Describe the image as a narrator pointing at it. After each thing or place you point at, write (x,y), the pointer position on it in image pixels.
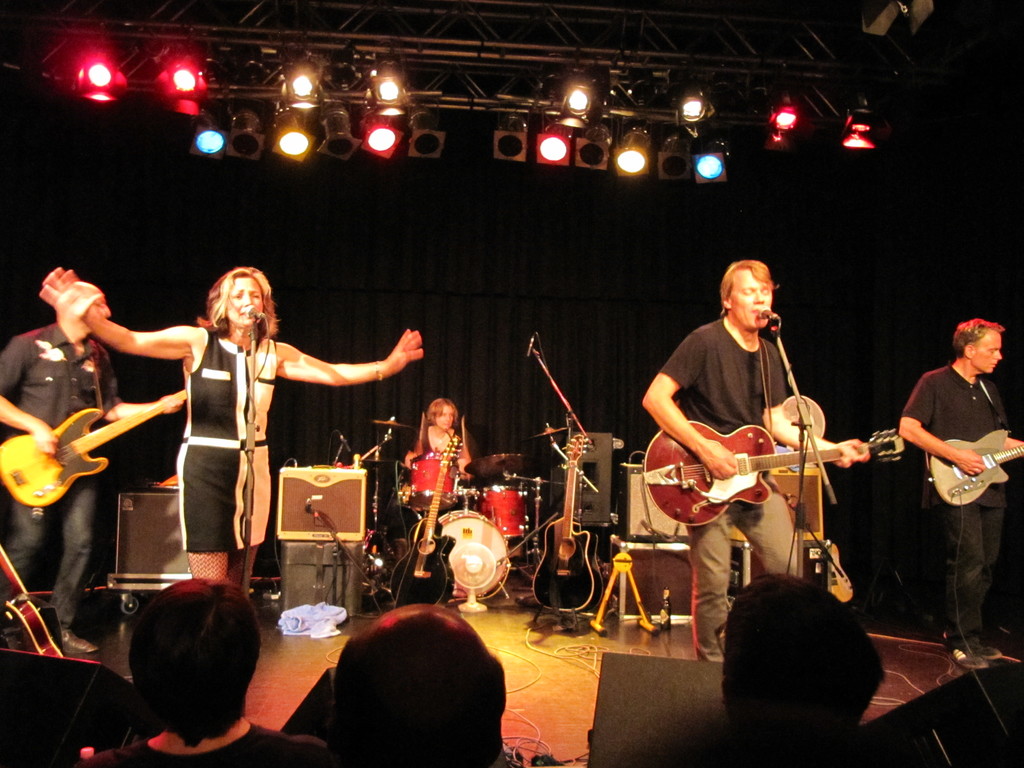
Here we can see three persons (732,453) are playing guitar (706,480). They are singing on the mike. Here we can see a woman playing drums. And these are some musical instruments (570,542). This is floor (549,696). In the background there are lights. And here we can see some persons (775,674).
